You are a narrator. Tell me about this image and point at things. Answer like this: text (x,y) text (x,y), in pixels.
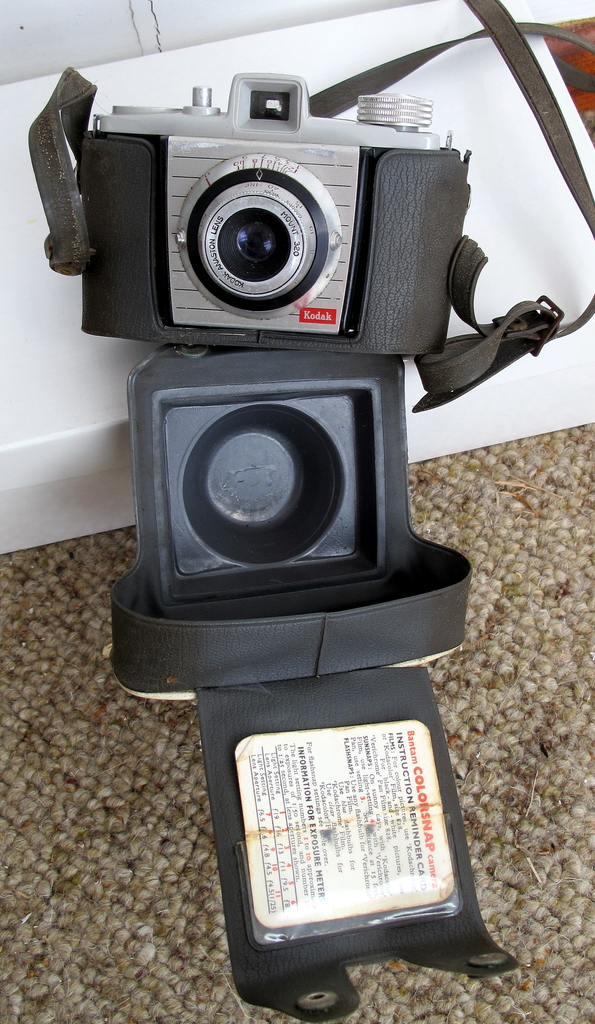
Here in this picture we can see a camera (200,321) present over a place (25,944).
